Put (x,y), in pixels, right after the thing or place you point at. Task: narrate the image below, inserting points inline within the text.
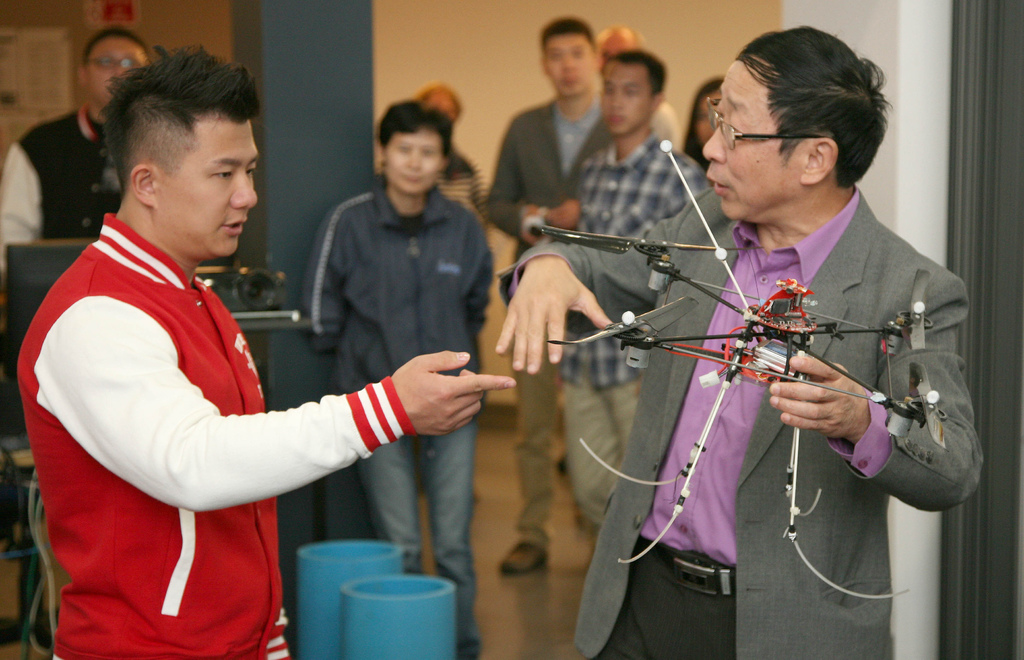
In this image there are people (132,50), pillar (319,31), wall (132,25), posters (18,82) and objects (357,562). Among them one person (599,281) is holding an object (744,329).
